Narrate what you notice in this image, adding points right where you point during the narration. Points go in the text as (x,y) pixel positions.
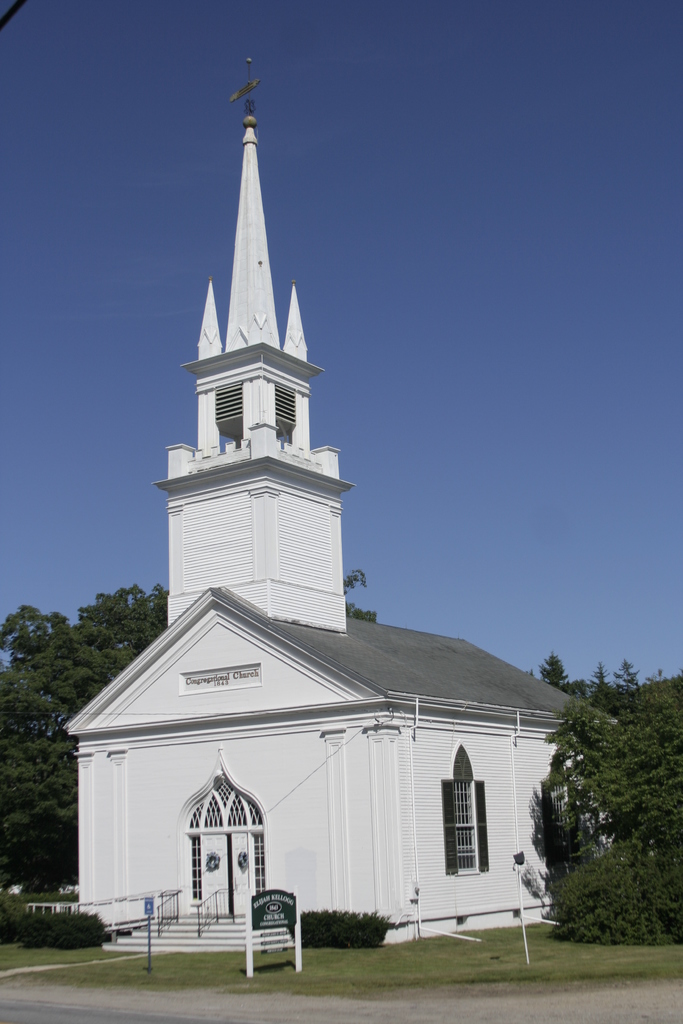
In this image we can see the church (415,888), stairs (190,917), plants (10,938) and also trees (35,770). We can also see a sign board (257,921), informational board (284,895) and a pole (521,900) on the grass (451,962). At the bottom (163,1003) we can see the road (118,1006) and in the background (462,482) we can see the sky (403,434).
